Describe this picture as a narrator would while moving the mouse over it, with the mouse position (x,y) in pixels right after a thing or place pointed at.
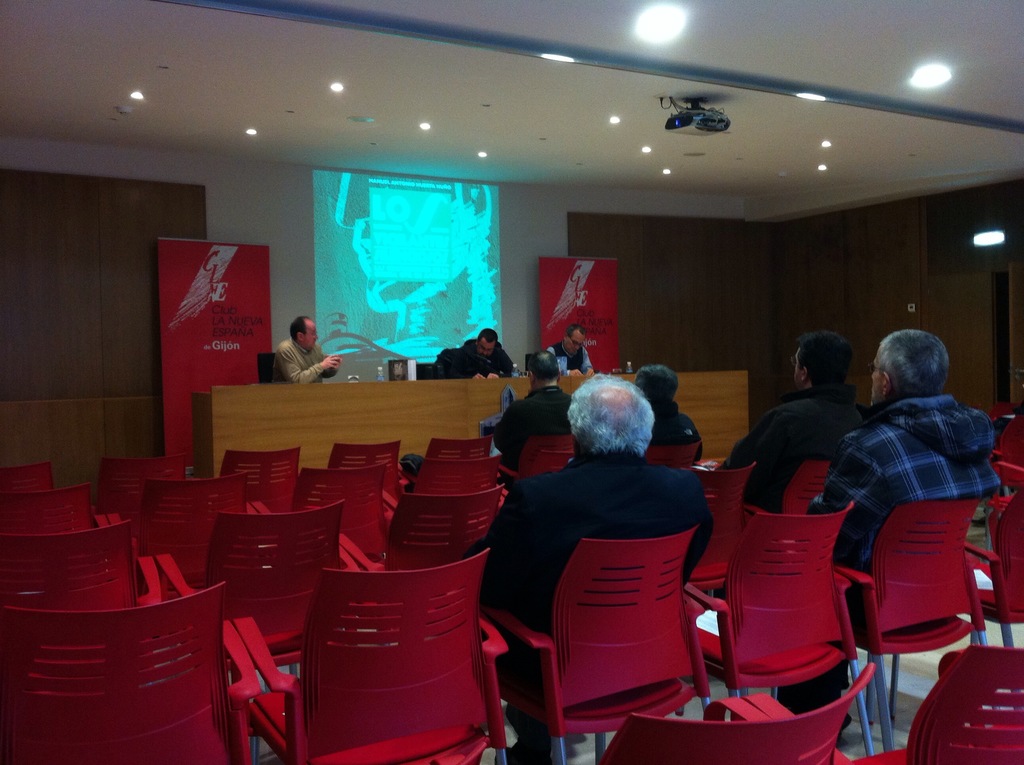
In this image we can see a few people (761,433) sitting on the chairs (323,505), we can see the desk (696,410) and few objects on it, we can see the projector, wooden wall (883,264), ceiling (789,47) with the lights (808,94).
